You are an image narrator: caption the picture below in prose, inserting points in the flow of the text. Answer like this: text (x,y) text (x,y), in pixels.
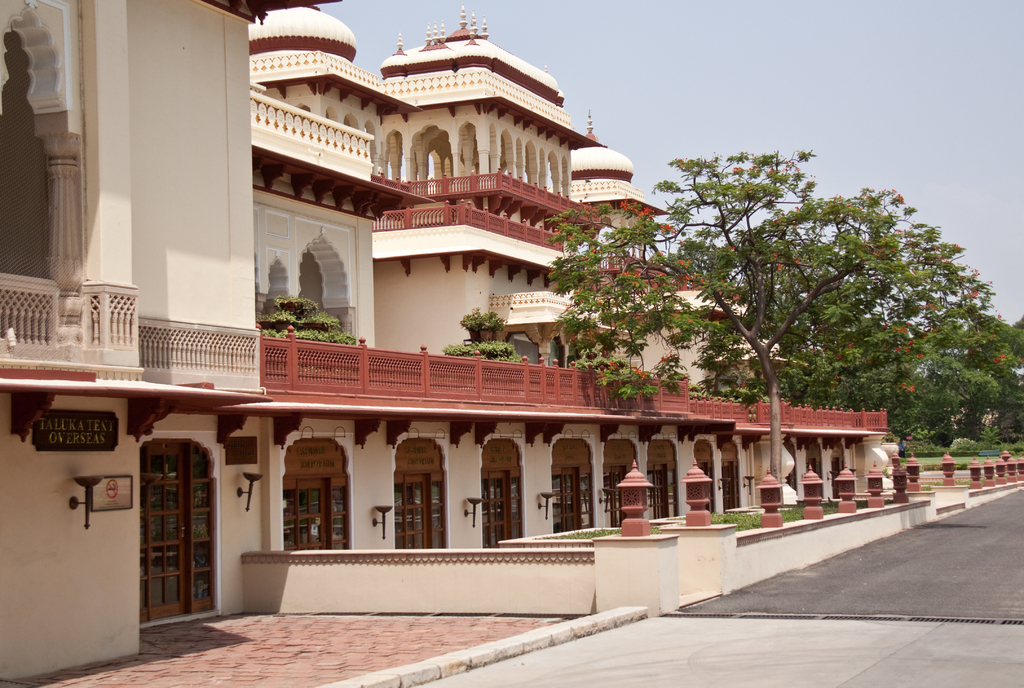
In the center of the image (525,369) there are buildings (695,374) and trees (972,433). At the bottom (992,509) there is road (818,596). In the background (735,75) there is sky (705,101).
